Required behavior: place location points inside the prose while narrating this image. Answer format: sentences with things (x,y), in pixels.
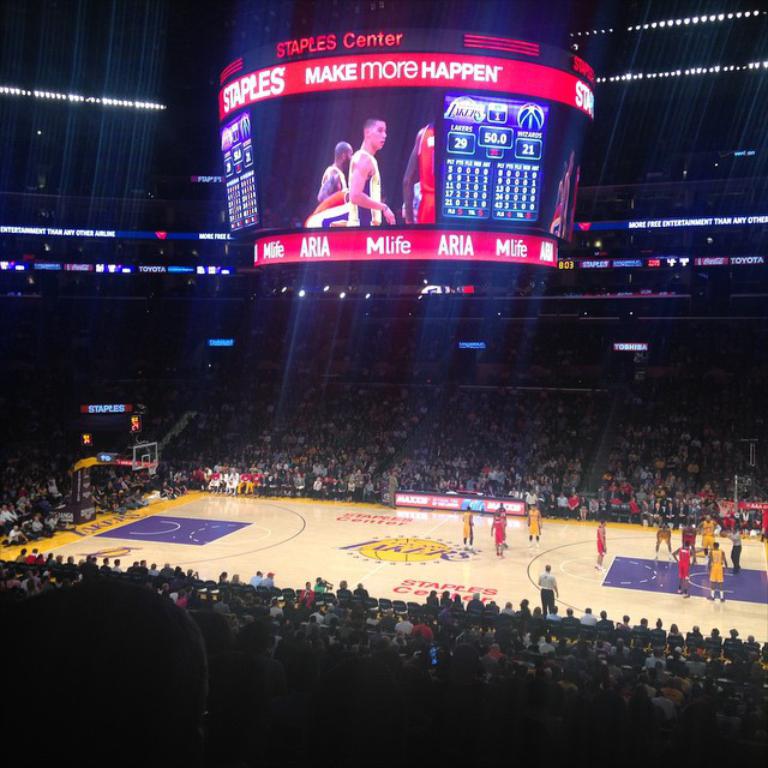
This is the picture of a stadium (380,685). In this image there are group of people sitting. There are group of people (535,529) standing on the court (505,551). At the top (401,116) there is a screen (453,115), on the screen (382,166) there are group of people (359,186) and there is a text (250,206). At the top (673,71) there are lights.
